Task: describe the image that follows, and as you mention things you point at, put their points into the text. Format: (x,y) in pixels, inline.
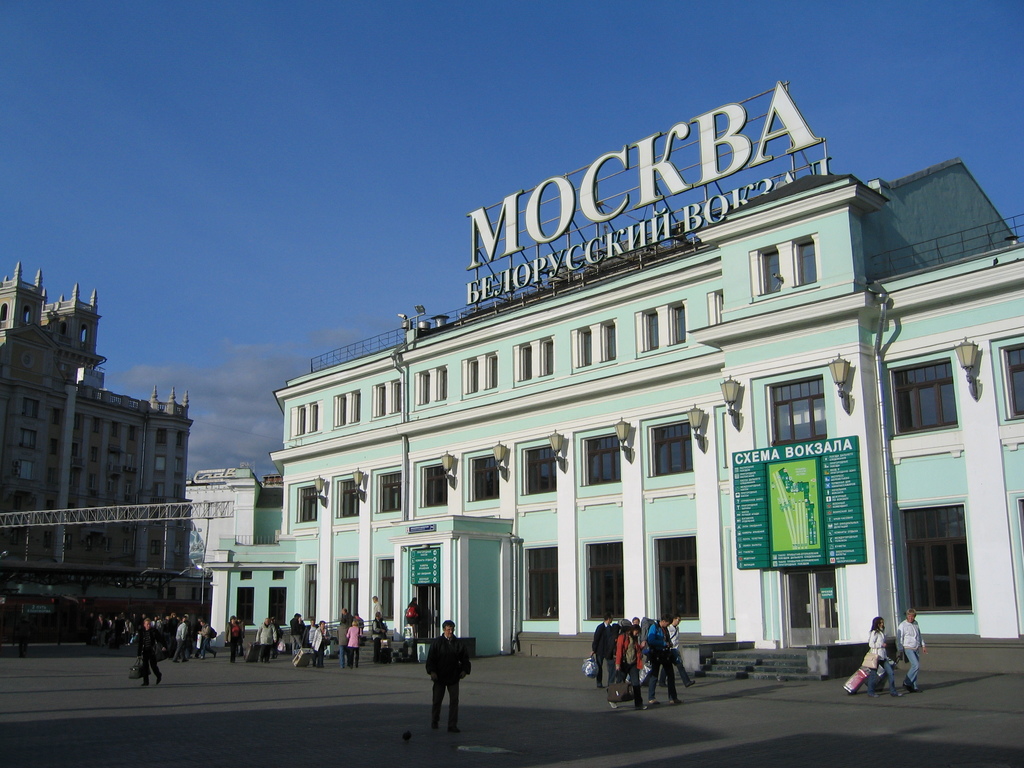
This image is taken outdoors. At the top of the image (197,168) there is the sky (226,343) with clouds (228,420). At the bottom of the image (607,735) there is a road (183,723). In the middle of the image (426,445) there are a few buildings (165,473) with walls (297,474), windows (339,496), doors (821,616), pillars (395,579), railings (938,252) and balconies (883,257). There are a few iron bars (584,275) and there is a text (511,243). There are two boards (773,497) with text (837,497) on them. There are a few stairs (774,661). There are many lamps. There is a metal truss (142,506). A few people (165,634) are walking on the road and a few are holding luggage bags (213,629) in their hands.
